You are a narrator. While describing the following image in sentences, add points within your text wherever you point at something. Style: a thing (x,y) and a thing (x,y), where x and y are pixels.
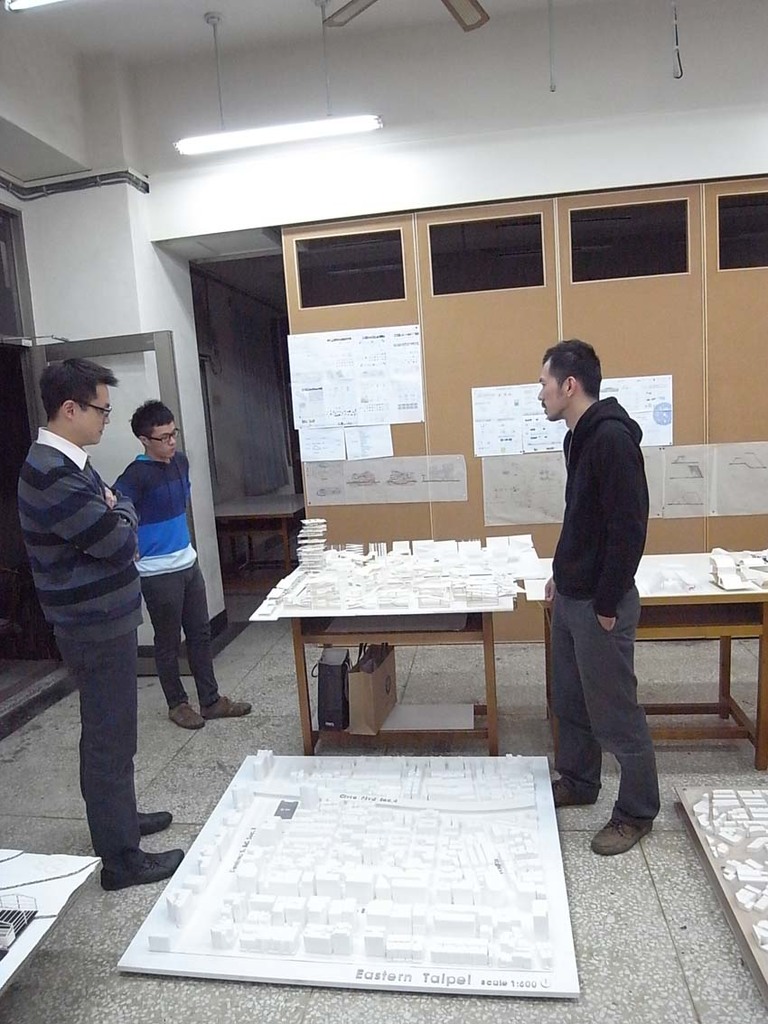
Three persons (202,625) are stands. On the left (111,500) persons (136,472) are wearing spectacles (171,435). On the floor (466,656) there is a model (433,881). Also there are tables (485,649). Under the table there are two covers (357,684). In the background (450,330) there is a wall (438,399) with many notices (395,471). On the ceiling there is a tube light (288,135). On the table (416,576) there are some papers (364,577) and some models (347,598) are kept.
